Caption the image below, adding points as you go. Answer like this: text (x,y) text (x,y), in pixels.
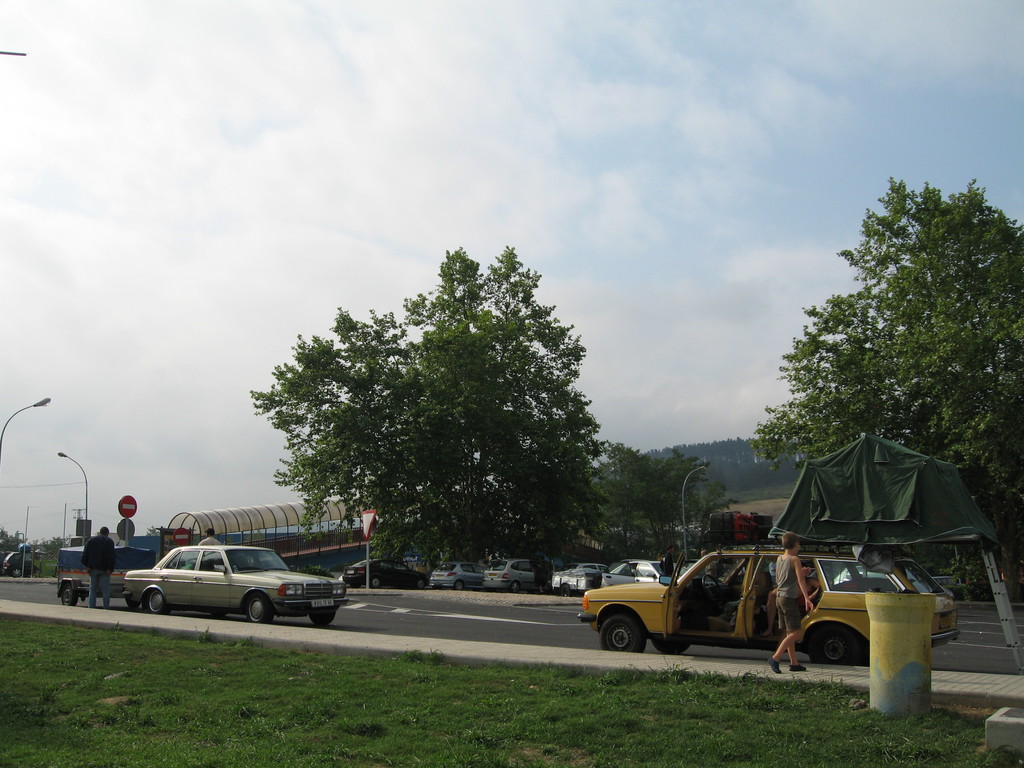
This image is taken outdoors. At the top of the image (146,210) there is the sky (393,139) with clouds (648,93). At the bottom of the image (204,718) there is a ground (175,722) with grass (663,718) on it. In the background (755,475) there are a few trees (745,469). In the middle of the image (469,476) there are a few trees (532,456) with leaves (878,422), stems (911,392) and branches (984,413). There is a tent (886,505). A few cars (714,587) are parked on the ground (996,634). There is a signboard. There is an architecture (229,509). There are a few poles (79,513) with street lights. A man (101,543) is standing on the road (120,598) and a few cars (286,602) are parked on the road (555,636). A boy (780,585) is walking on the sidewalk (784,668) and there is an object (897,685) on the ground (899,724).
